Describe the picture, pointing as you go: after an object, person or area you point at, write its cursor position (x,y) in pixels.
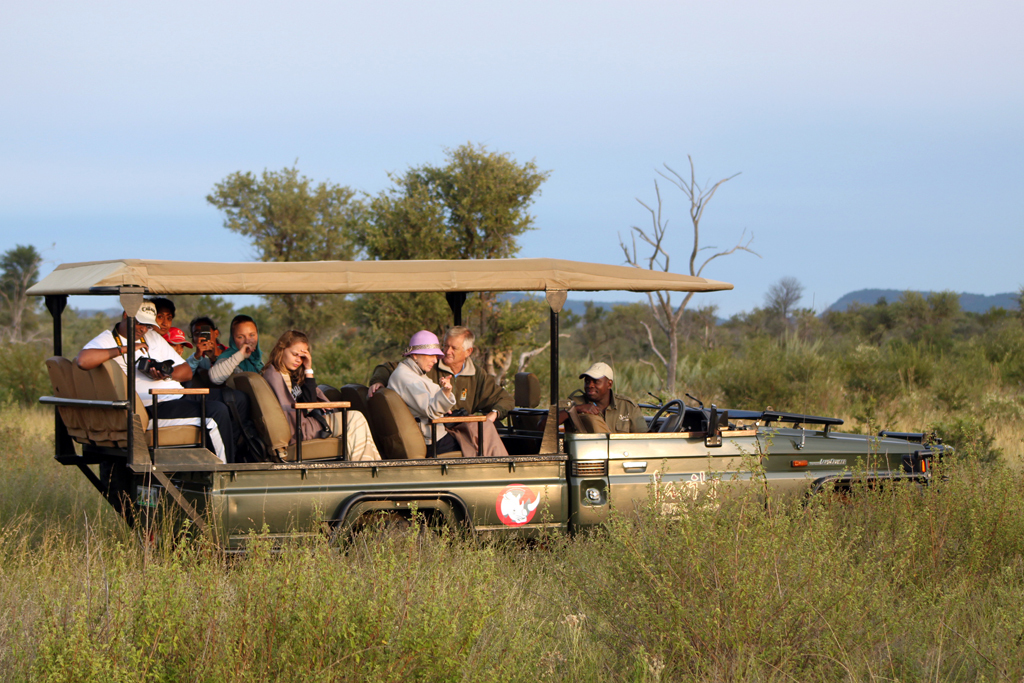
In this image we can see few people (198,348) sitting in the vehicle (527,493), a person (210,427) is holding a camera (154,360) and there are few trees (398,304), plants (721,528), mountains (873,292) and the sky (558,117) in the background (399,143).
